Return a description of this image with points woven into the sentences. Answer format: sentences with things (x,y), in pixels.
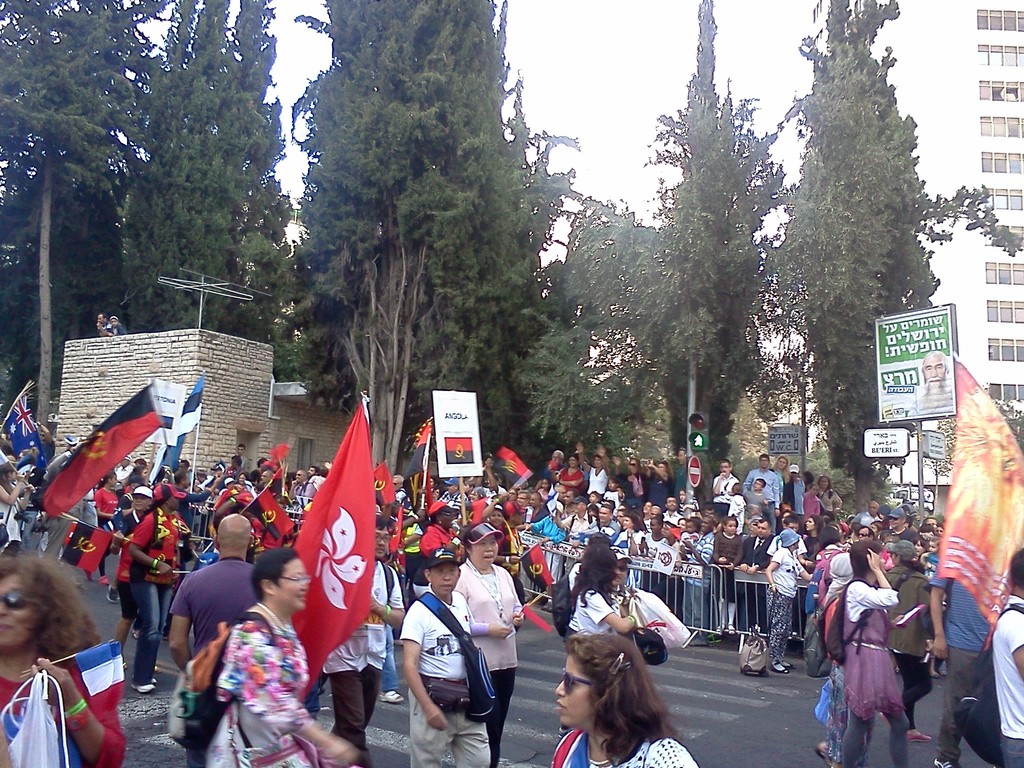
In the foreground of the picture (963,588) I can see a few people (620,575) on the road (679,650) and they are holding the flags (84,459) in their hands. I can see a group of people (546,479) standing on the side of the metal grill fence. I can see the banner board poles (901,379) on the right side (946,387). There is a building (1005,93) on the top right side of the picture (951,175). In the background (951,439), I can see the trees (851,190).
